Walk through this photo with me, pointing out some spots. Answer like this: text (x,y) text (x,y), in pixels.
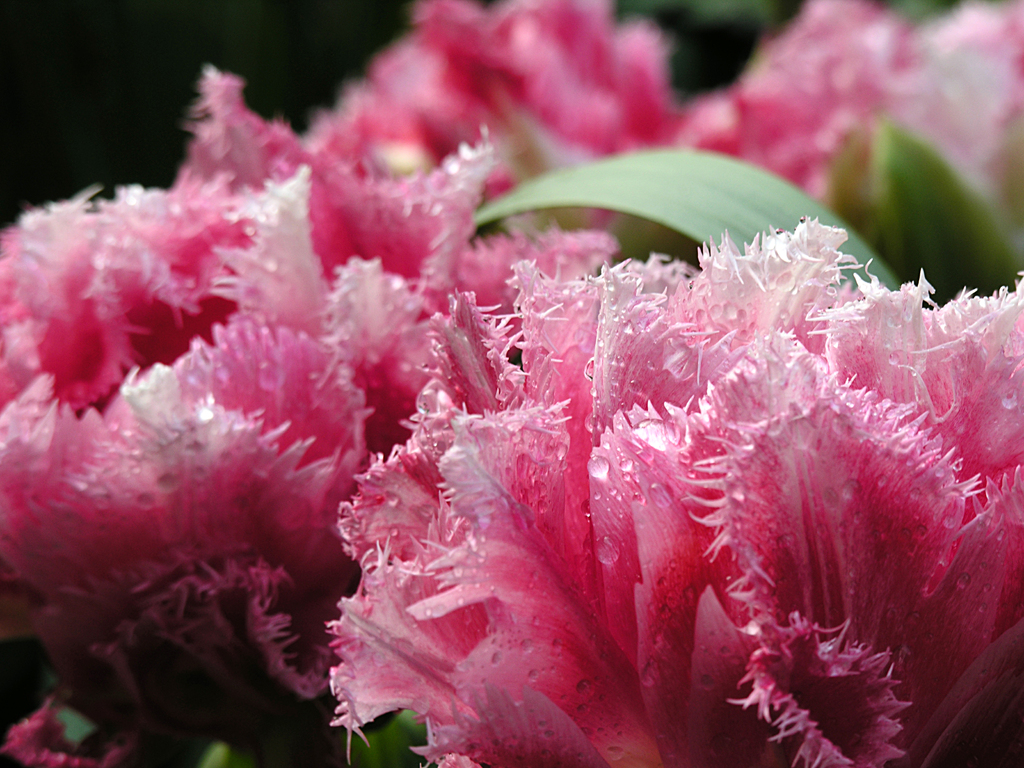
In this image we can see the close view of the pink color flowers (285,415) with leaves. The background of the image (60,153) is dark.
